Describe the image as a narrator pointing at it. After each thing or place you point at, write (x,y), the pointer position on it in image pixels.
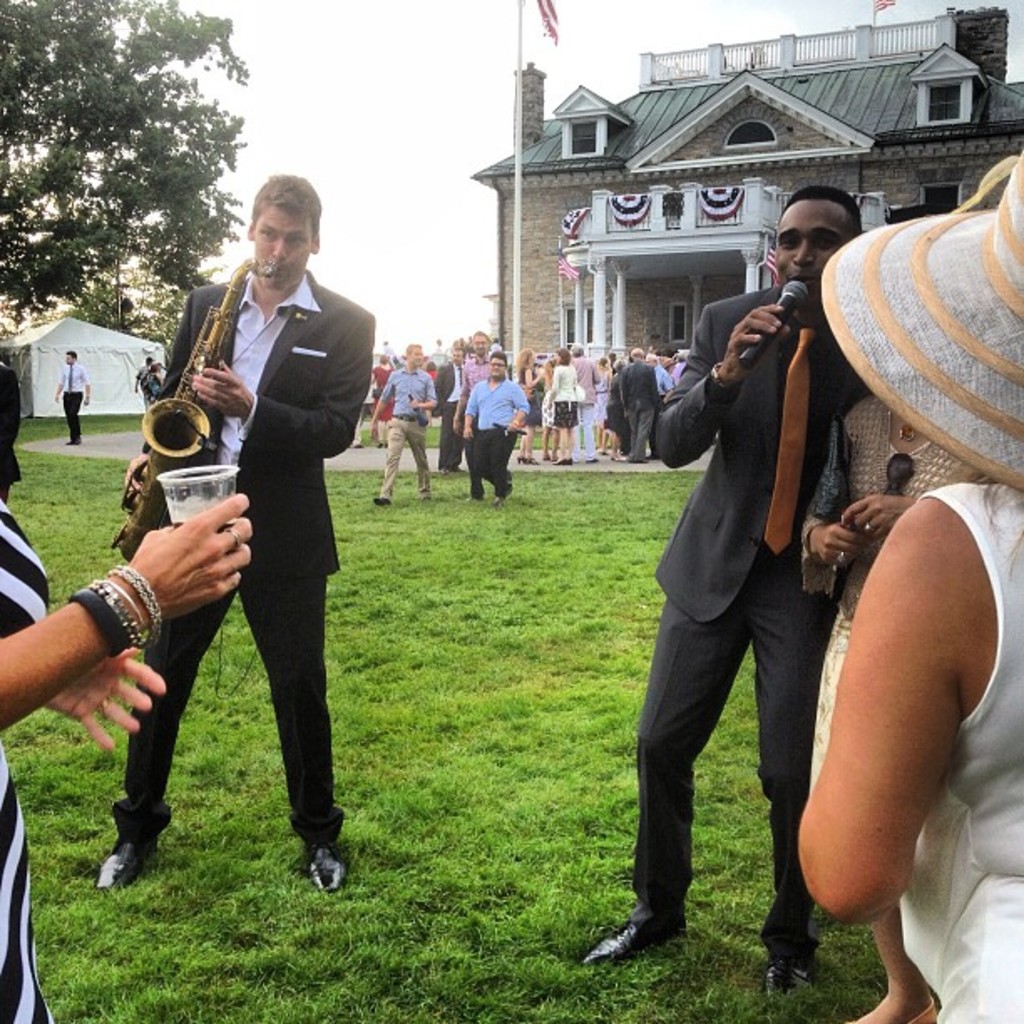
This picture shows a building (603,316) and we see few people (488,464) standing and one of them holding a microphone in his hand (750,316) and man (832,356) singing and we see a another man (239,342) holding a saxophone (214,344) and playing it and we see a woman (155,614) holding a glass (199,505) in her hand (245,544) and we see grass (572,854) on the ground (384,924) and a flag pole (519,223) and we see trees (124,281) and a cloudy Sky (419,35) and we see a woman (945,614) wore a hat (872,356) on her head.
